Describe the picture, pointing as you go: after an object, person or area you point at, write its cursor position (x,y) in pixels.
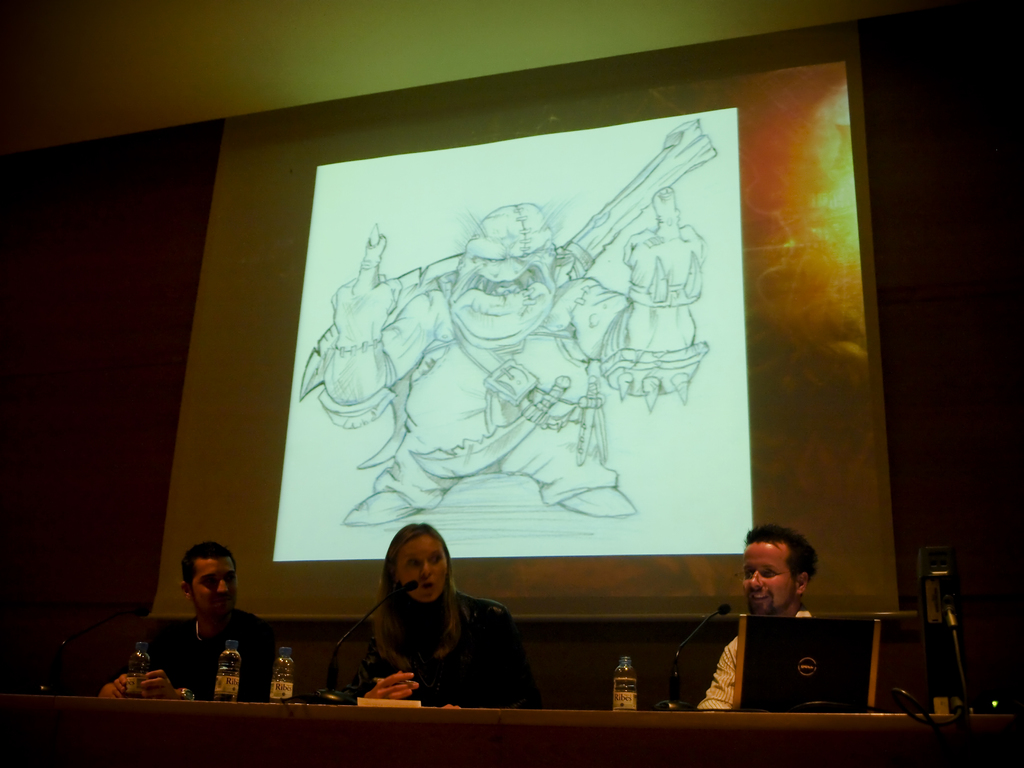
In this image we can see these three people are sitting near the table (542,715) where bottles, mics (671,687) and laptops (862,667) are kept. In the background (860,586), we can see a projector screen (503,387) on which we can see some animated image (554,391) is displayed.
